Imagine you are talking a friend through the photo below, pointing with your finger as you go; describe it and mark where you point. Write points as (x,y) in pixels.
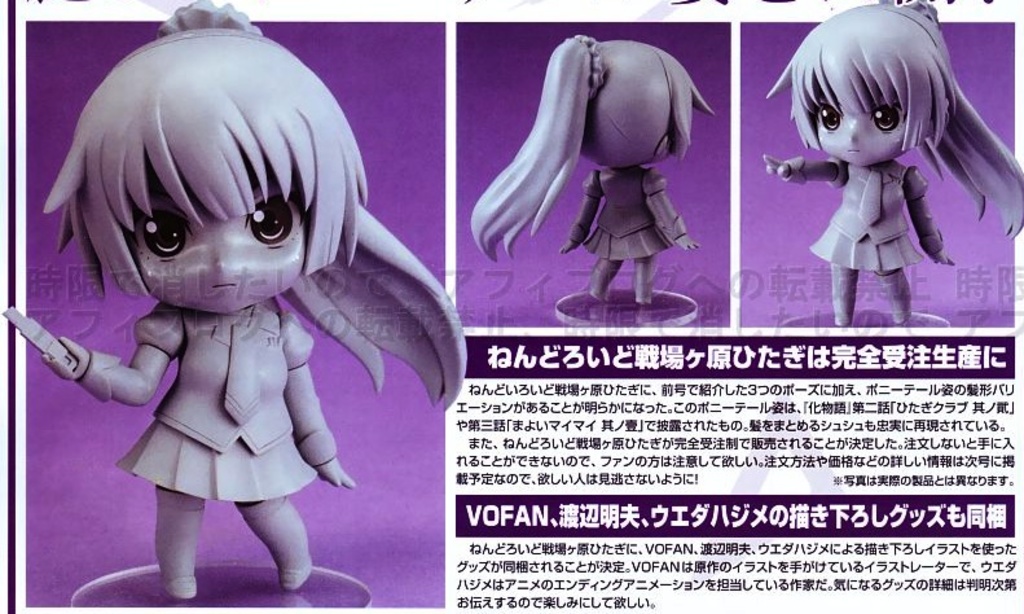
In this image I can see few dolls (599,245) and something is written on it. Background (528,71) is in purple color and it looks like the collage image.
